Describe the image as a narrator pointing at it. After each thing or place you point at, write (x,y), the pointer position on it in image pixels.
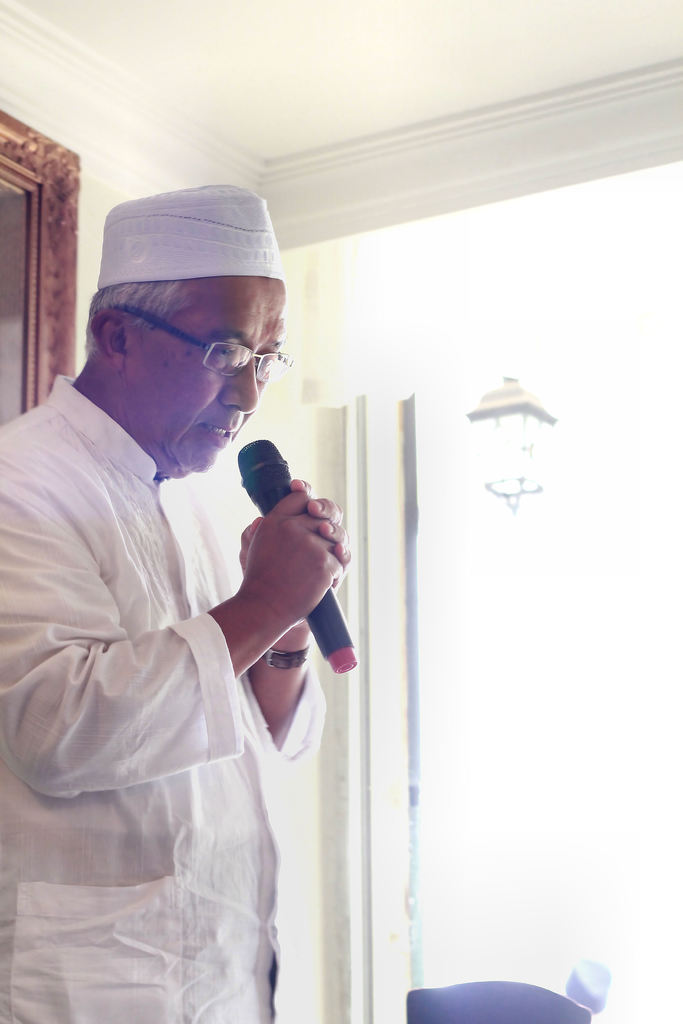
There is a man (240,586) holding a mic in the foreground area of the image (244,550), it seems like a frame (38,136), window (460,492) and a lamp (514,461) in the background (542,696).
